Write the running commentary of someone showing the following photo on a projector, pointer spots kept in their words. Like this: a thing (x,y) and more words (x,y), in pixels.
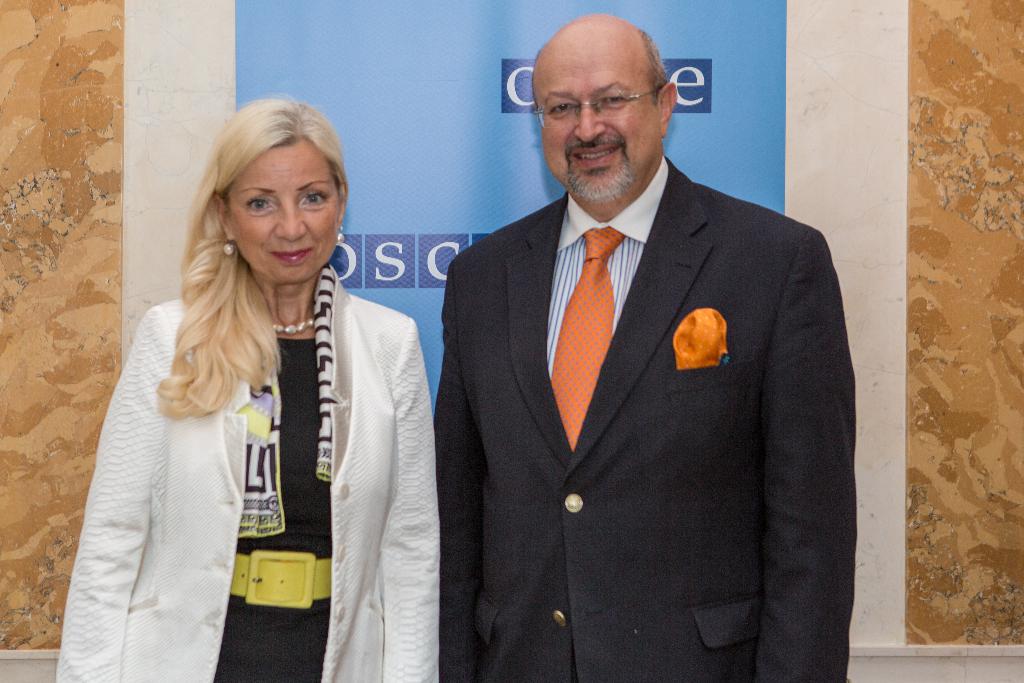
In this image in front (617,227) there are two people (663,180) wearing a smile on their faces (273,256). Behind them there is a wall (0,195) with the poster (452,179) attached to it.
